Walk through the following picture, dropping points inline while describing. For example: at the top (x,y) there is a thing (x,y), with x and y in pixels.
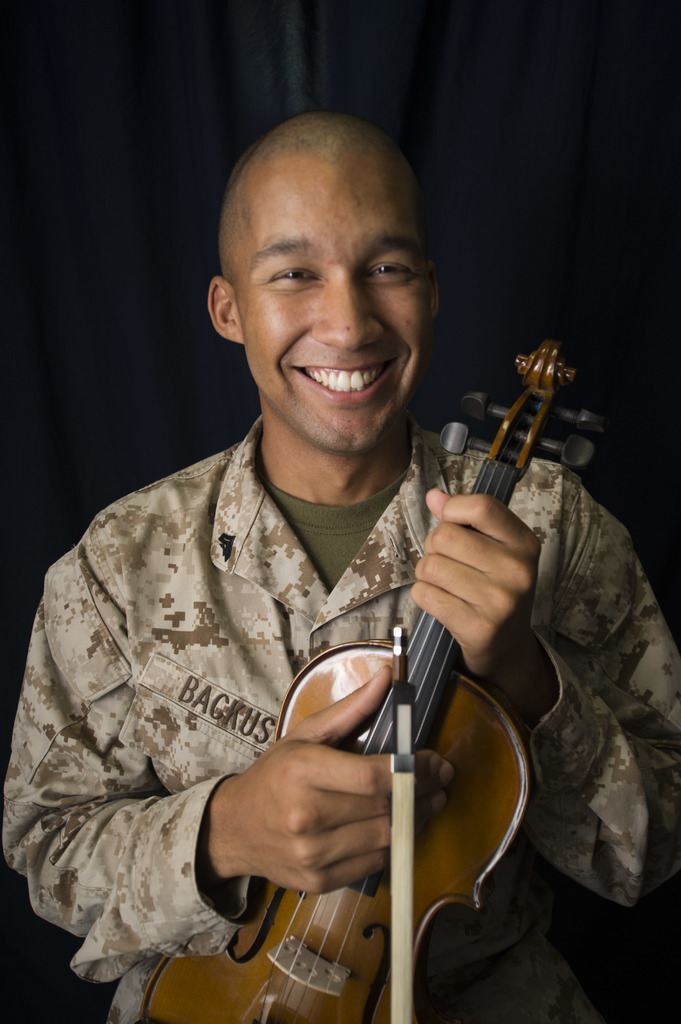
In the picture we can find a man (299,425) standing and holding violin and he is smiling, background (574,250) we can find a curtain (51,230), he wore a shirt (111,520) which is designed.
